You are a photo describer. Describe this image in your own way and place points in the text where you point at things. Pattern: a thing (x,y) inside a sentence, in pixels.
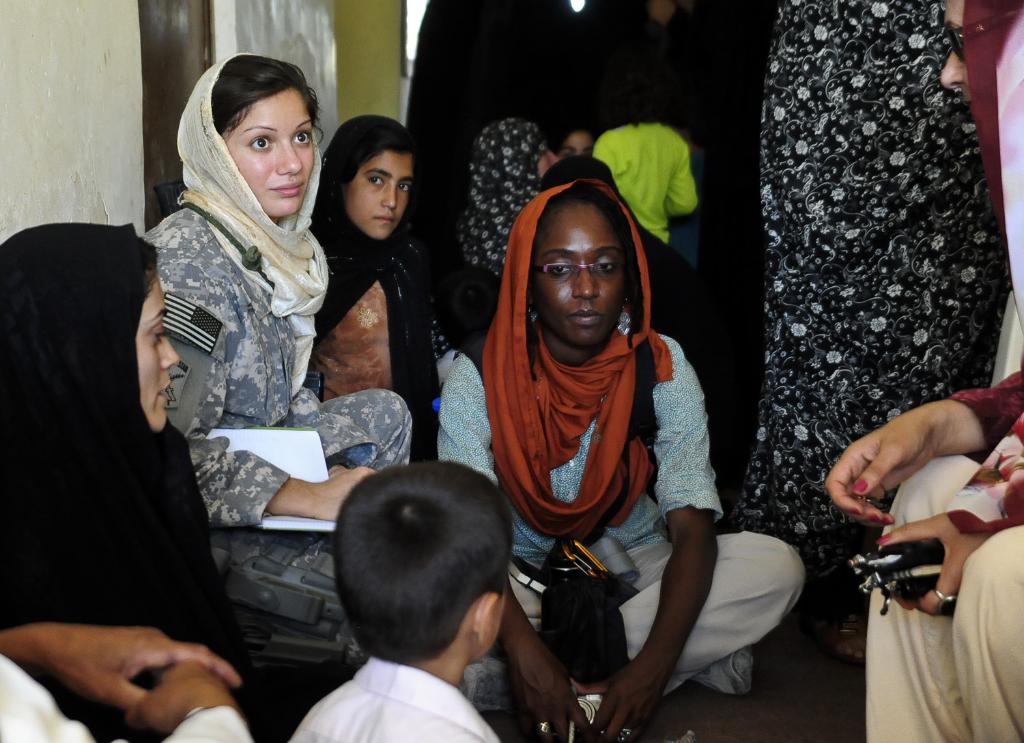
In this picture we can see a group of people (647,691) and a woman (275,195) smiling and some objects (586,699) and in the background (67,89) we can see the wall (307,46).
